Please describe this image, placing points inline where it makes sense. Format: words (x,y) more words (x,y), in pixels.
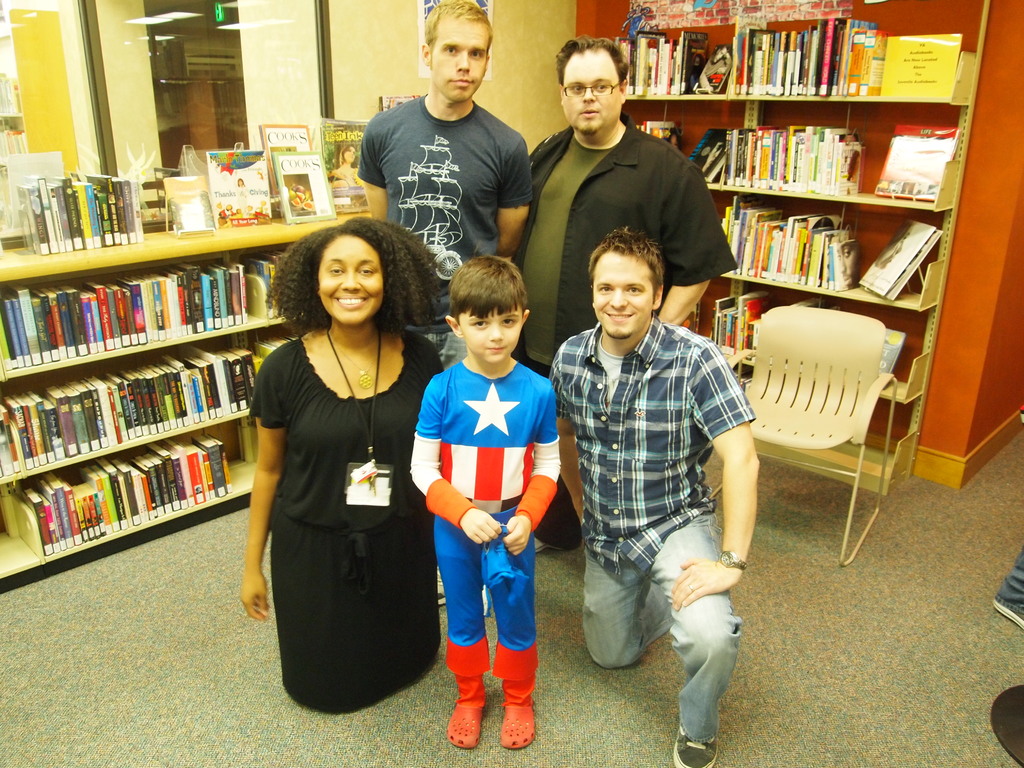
In this image we can see a group of people (681,405) standing on the floor (657,675). One boy (481,510) is wearing a costume (505,592). To the right side of the image (844,413) we can see a chair (854,426) placed on the ground (845,596). In the background (893,334), we can see group of books (230,182) placed on racks (700,97), photo frame (423,35) on the wall (396,80) and some lights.
